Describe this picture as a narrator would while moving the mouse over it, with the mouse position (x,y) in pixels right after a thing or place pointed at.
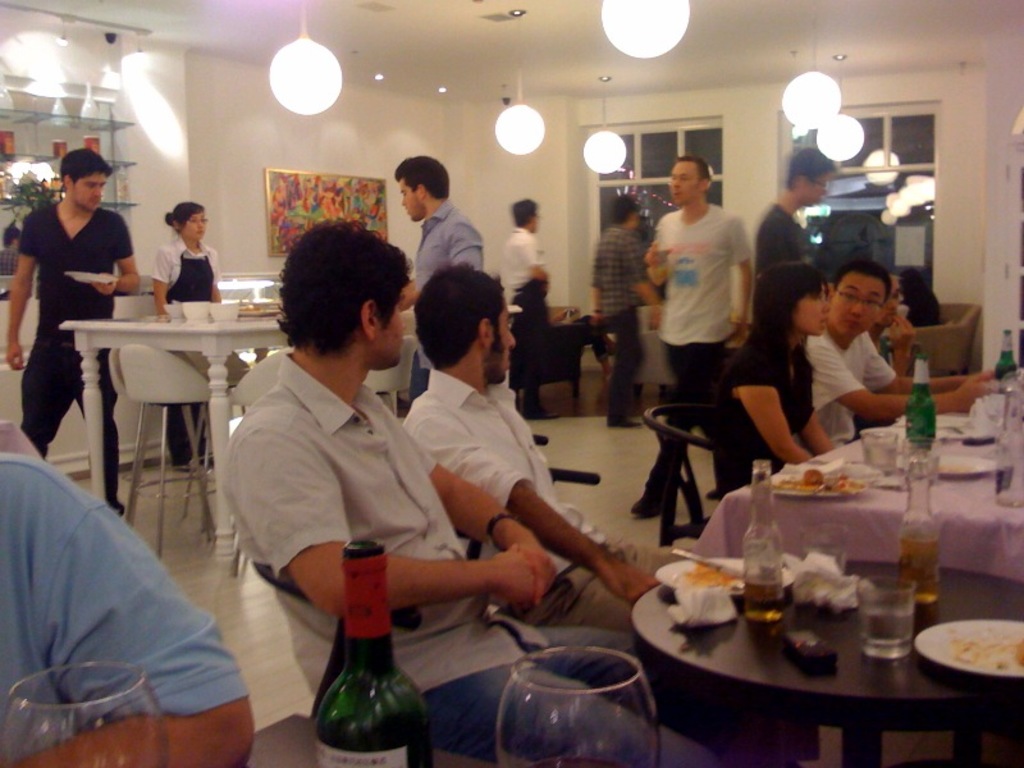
In the image we can see few persons (503,428) were sitting on the chair (936,325) around the table (834,643). On table (838,631), we can see beer bottles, wine glasses (646,763), plates (1003,670), tissue paper (830,600), phone (816,652) and food items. In the background (471,127) there is wall (471,127), photo frame (359,210), window (923,134), table (241,328), chairs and few persons (635,248) were standing.
